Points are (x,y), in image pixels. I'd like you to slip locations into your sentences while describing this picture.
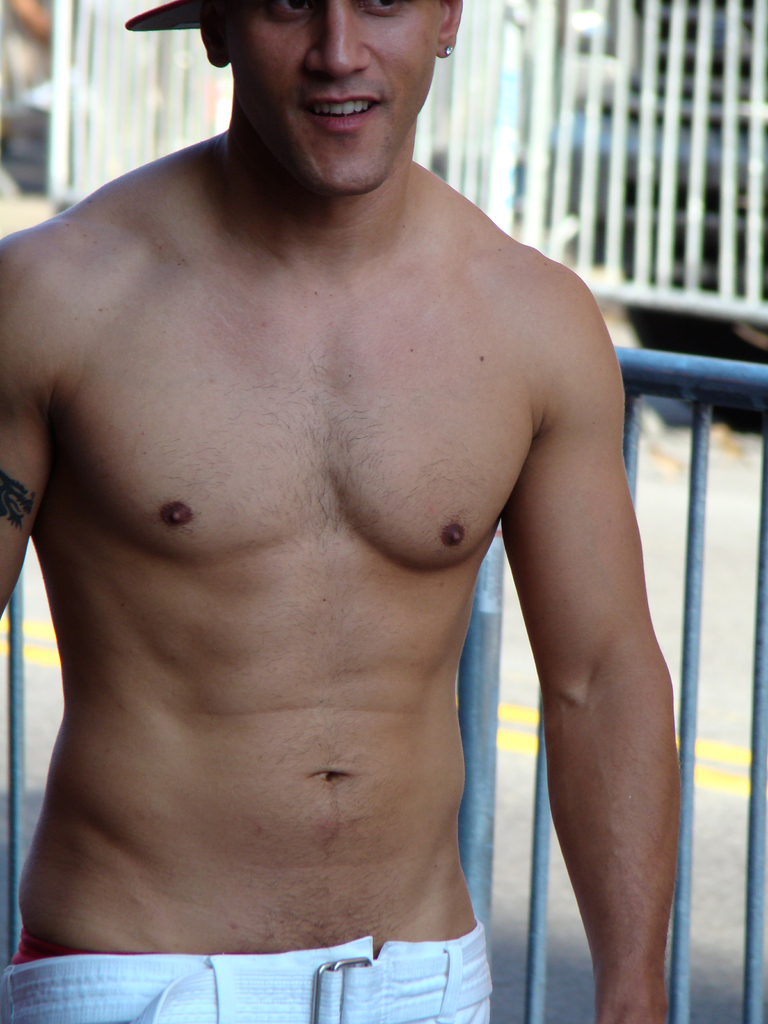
In this image there is a person (550,677) standing. He is wearing a cap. Behind him there is a fence (631,483). Right side (651,479) there is a road (708,766). Beside there is a fence (641,271).
